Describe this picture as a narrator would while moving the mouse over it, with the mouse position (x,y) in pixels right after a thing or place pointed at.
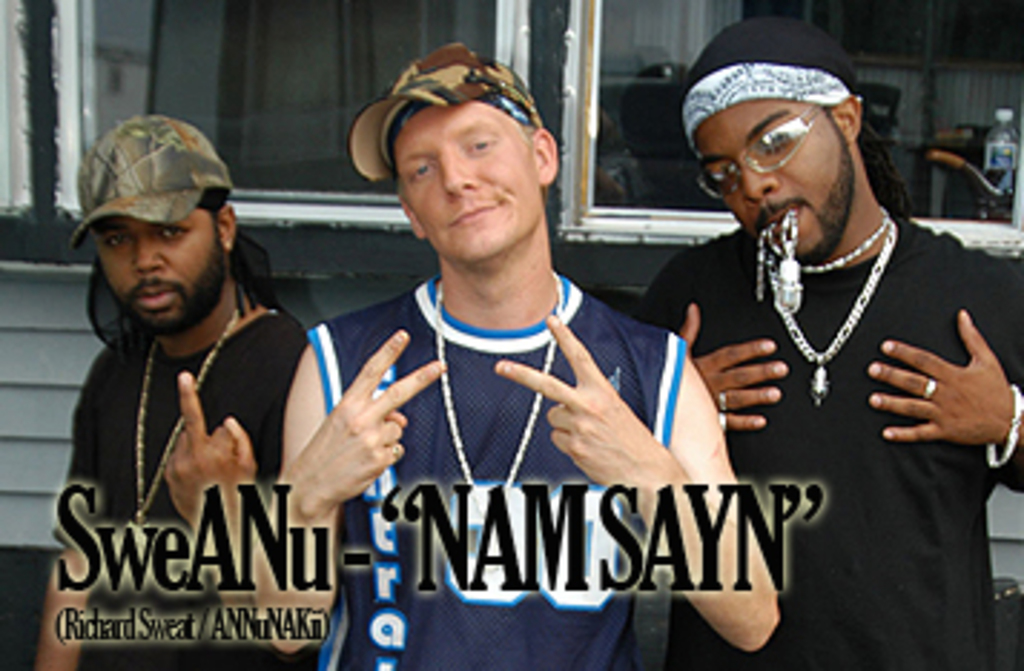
In the day I can see three men (488,327) are standing. These men (487,238) are wearing caps (474,80), neck chains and some other objects (413,577). I can also see a watermark (706,566) on the image. In the background (337,120) I can see a bottle (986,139), windows (678,87) and some other objects (942,129).
